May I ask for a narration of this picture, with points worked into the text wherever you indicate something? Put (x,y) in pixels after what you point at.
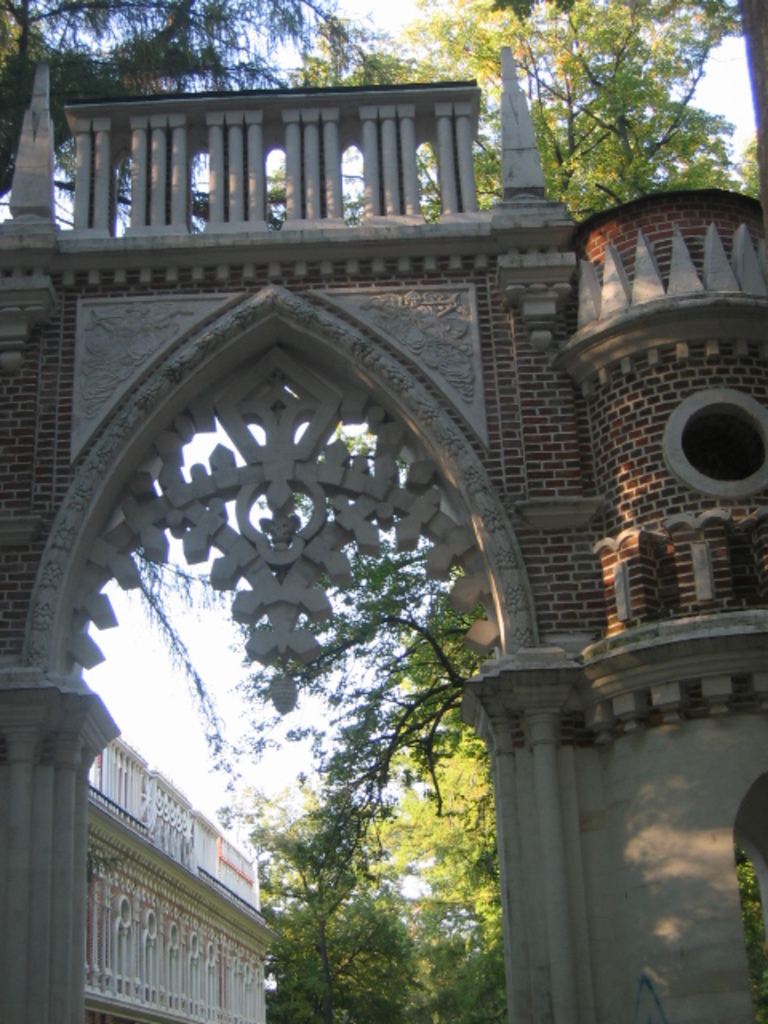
In this image we can see an arch (381,499) of a building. Behind the arch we can see a group of trees (390,842) and the sky (248,731).
